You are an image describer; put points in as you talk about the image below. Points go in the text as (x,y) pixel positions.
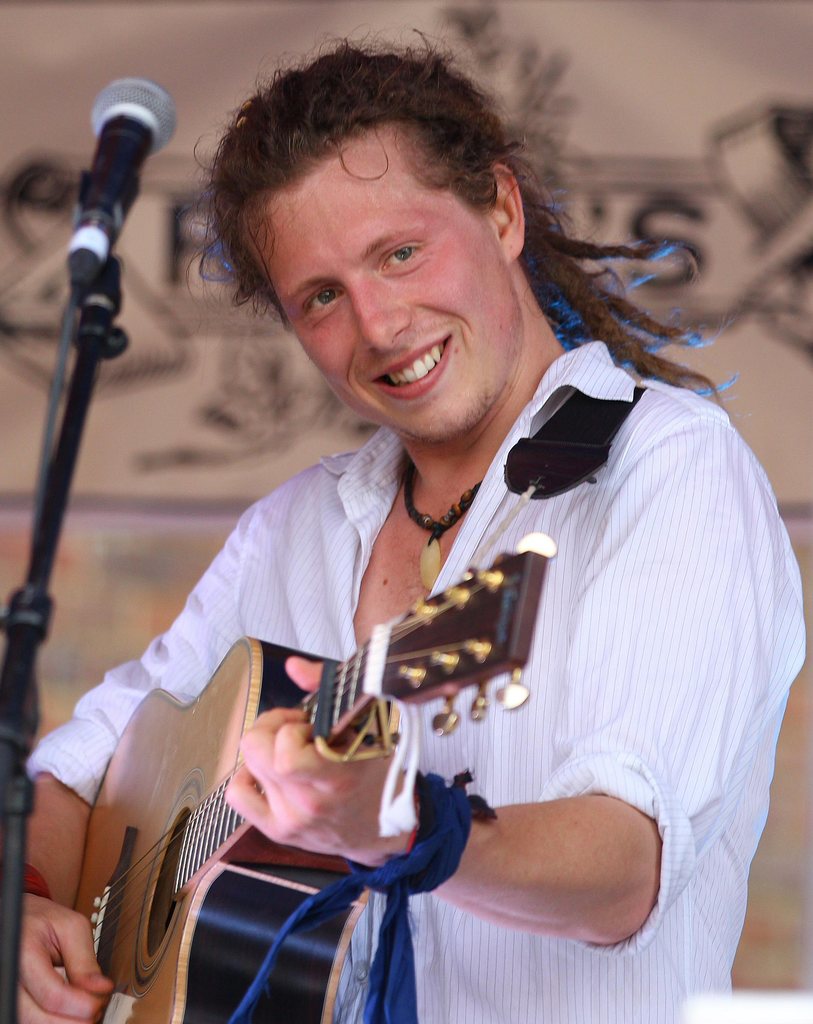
As we can see in the image there is a wall (670,190), mic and a man (354,619) holding guitar (172,825).
